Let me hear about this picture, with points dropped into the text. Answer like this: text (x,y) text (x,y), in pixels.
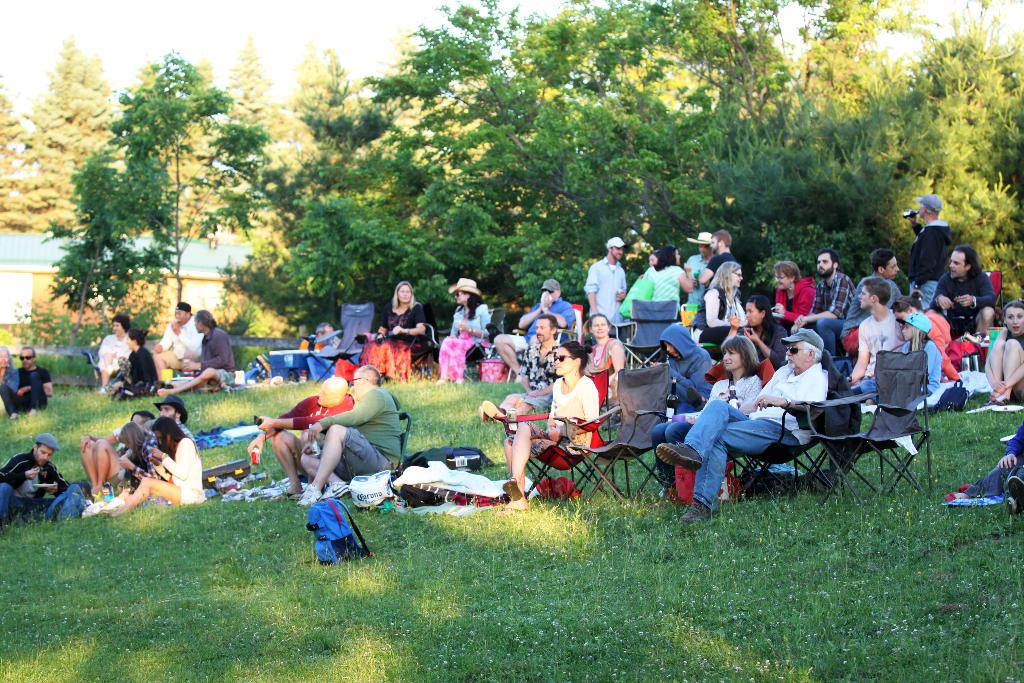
This image is taken outdoors. At the bottom of the image (243,616) there is a ground (713,581) with grass (642,527) on it. In the background (253,264) there are many trees (560,255) with leaves (419,148), stems (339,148) and branches (624,153) and there are a few plants (248,309) on the ground (290,394). There is a fence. In the middle of the image (524,375) many people (592,413) are sitting on the chairs (605,416) and a few (319,423) are sitting on the ground (446,389). There are many objects (388,495) on the ground (279,514) and there are a few bags (376,497) on the ground (257,390). A few people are standing.
